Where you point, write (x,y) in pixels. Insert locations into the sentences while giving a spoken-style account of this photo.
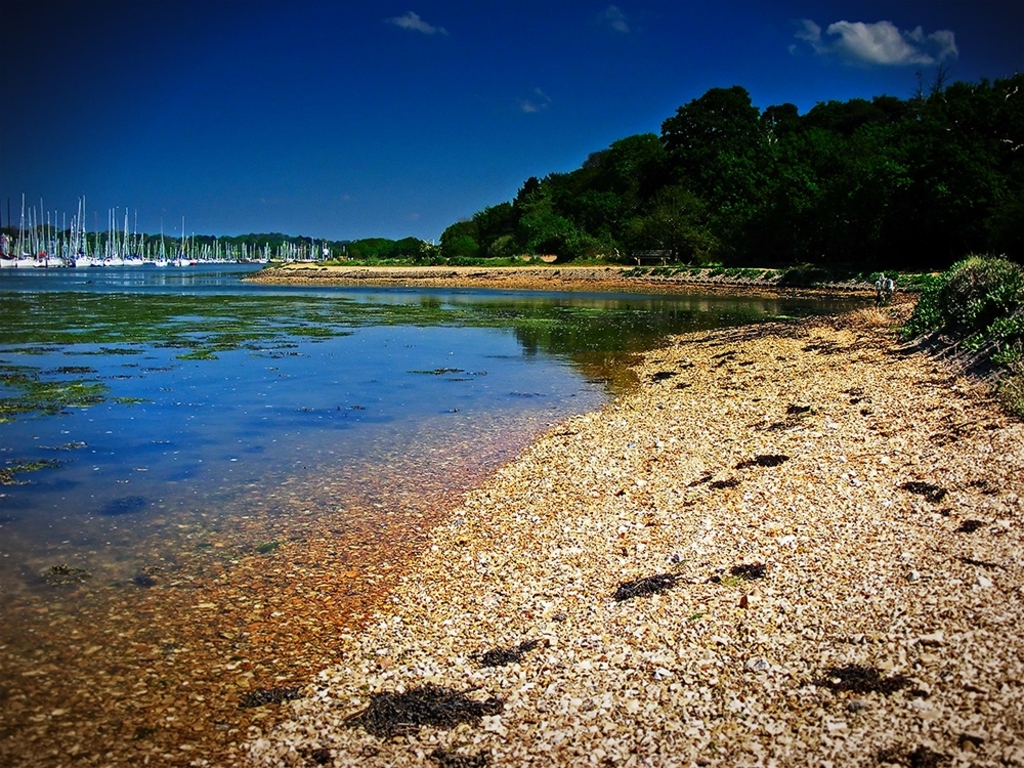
In this image there is a sky (235,230), there are poles (112,239), there are trees (750,186), there is a river (253,327).
